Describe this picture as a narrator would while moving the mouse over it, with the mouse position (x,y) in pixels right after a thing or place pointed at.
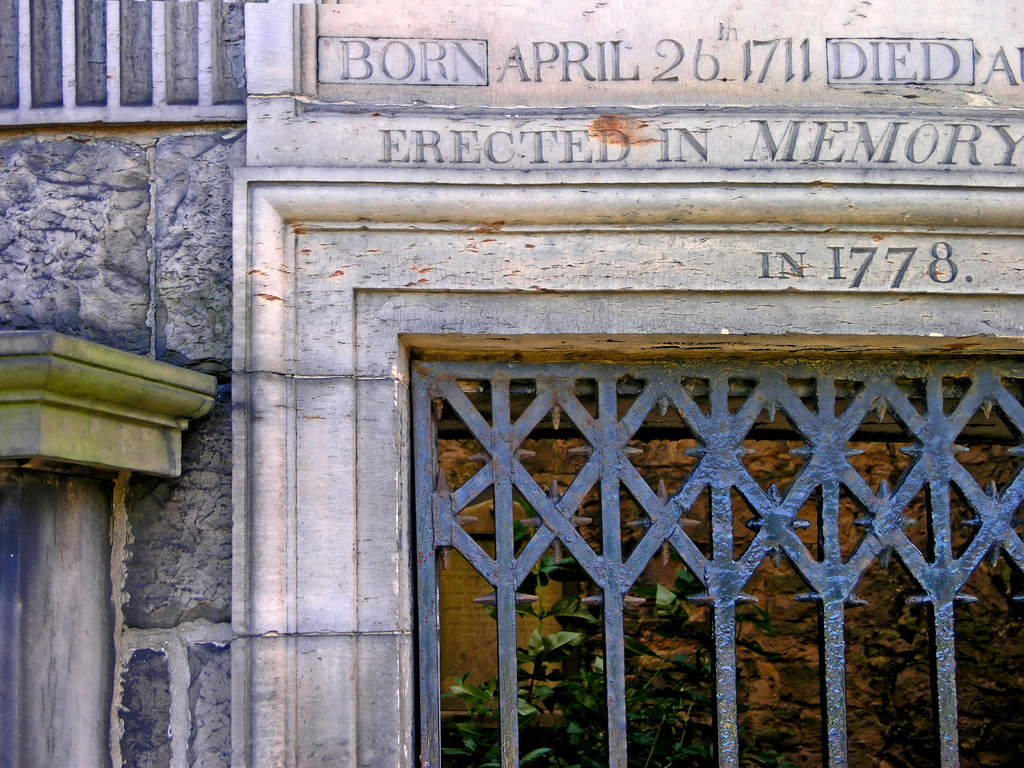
In this image there is a building (297,21), on that building (534,27) there is some text (755,133) and a iron gate (900,531).
